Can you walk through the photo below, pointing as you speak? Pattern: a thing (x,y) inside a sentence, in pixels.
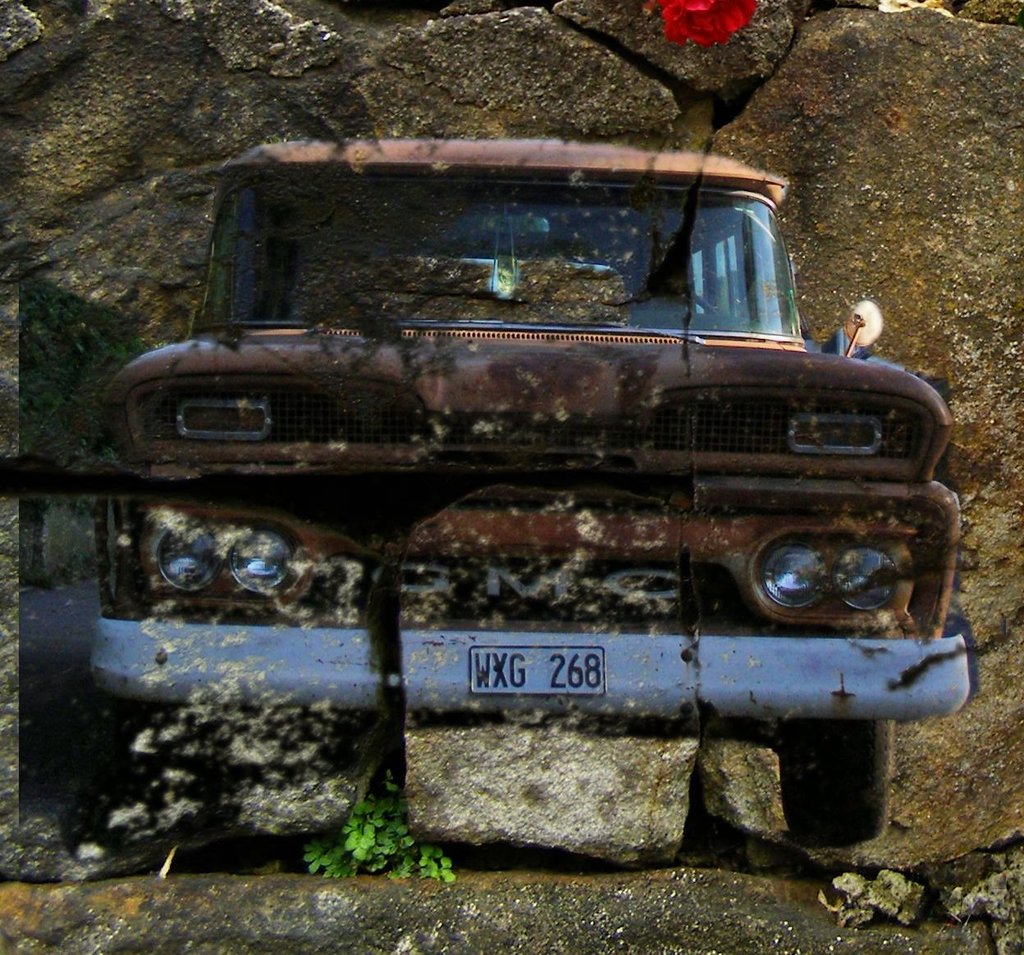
This is an edited image, in this image there is a car (802,800), in the background (747,814) there is a wall (999,632).
